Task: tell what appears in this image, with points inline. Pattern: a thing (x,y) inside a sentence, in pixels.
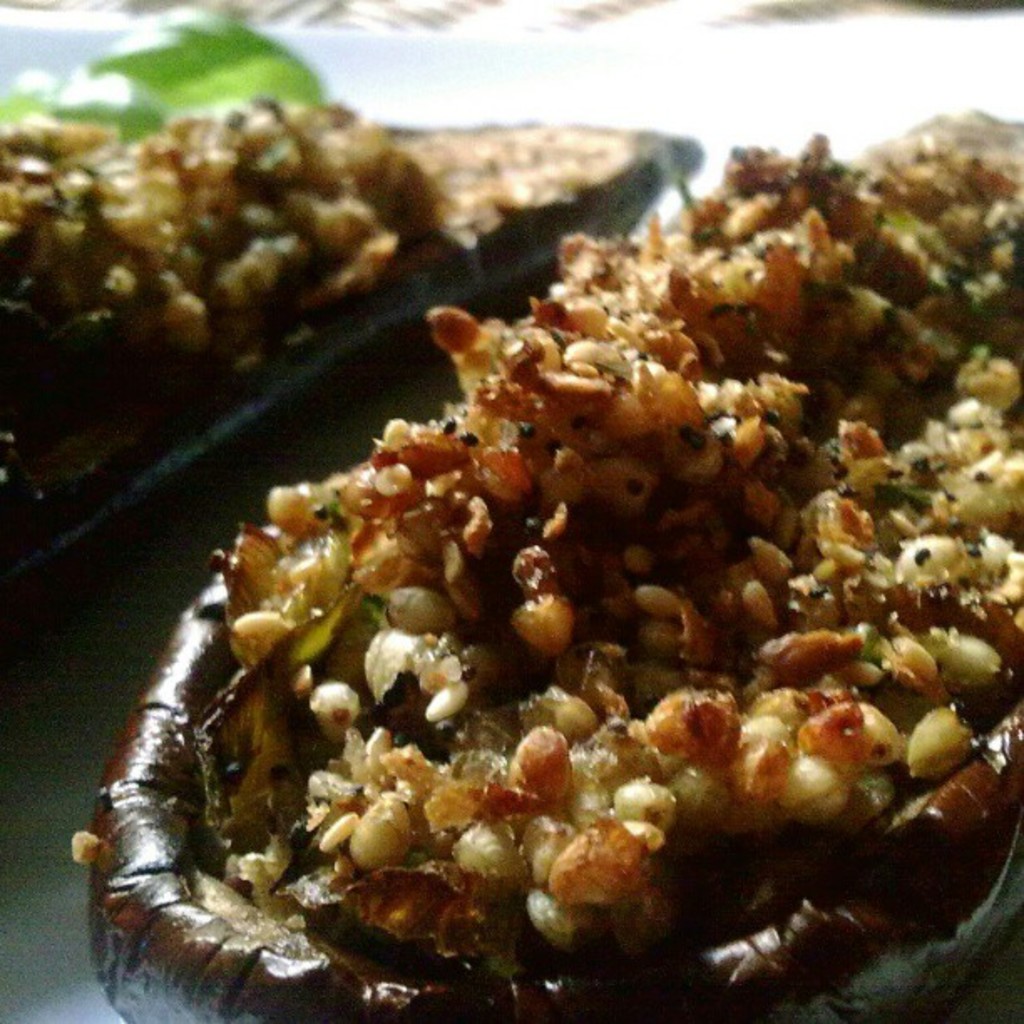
In the picture we can see some food item (276,545) which is on the surface (27,673).
